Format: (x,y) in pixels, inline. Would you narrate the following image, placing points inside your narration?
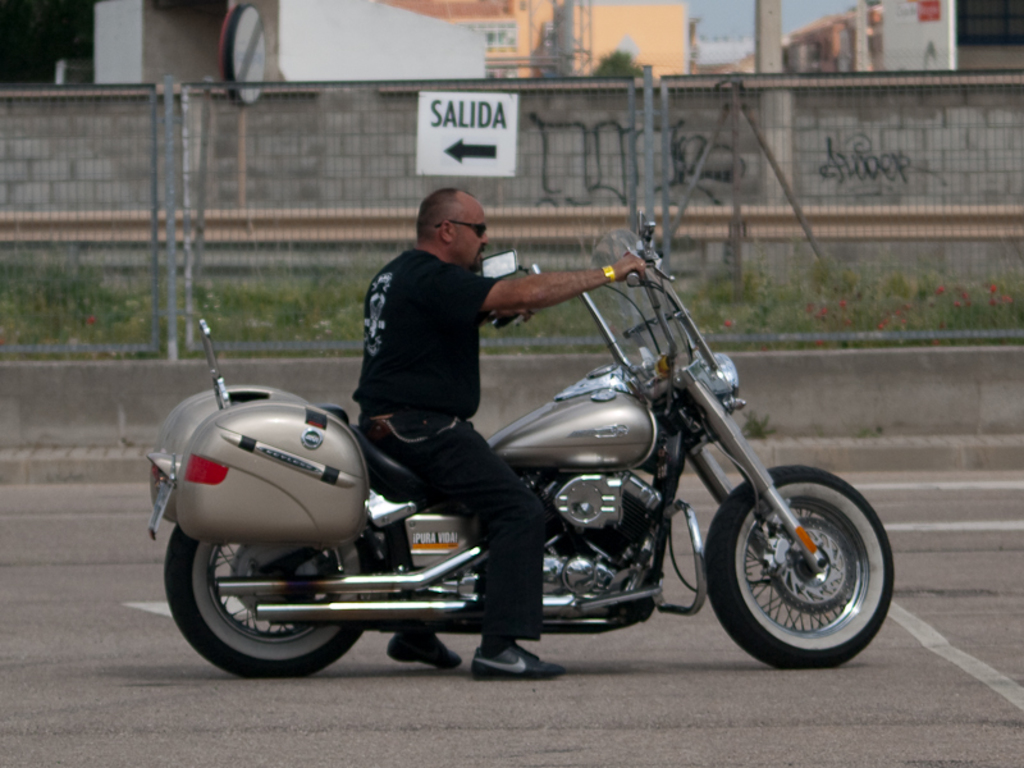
This man (415,276) is sitting on a motorbike (546,534). Far there are buildings (668,11). A fence (490,204). This are plants (935,297) with flowers (1004,298).
